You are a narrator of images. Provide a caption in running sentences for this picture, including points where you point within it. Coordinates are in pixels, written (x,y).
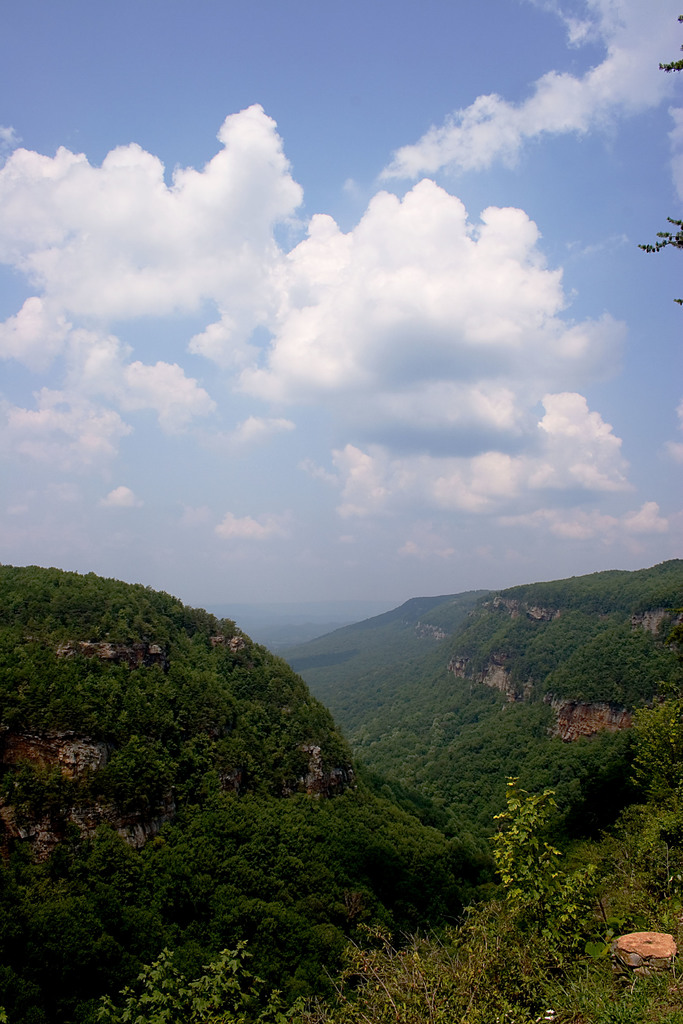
In this image I can see trees (304,813), mountains (323,782) and the sky (390,213). This image is taken may be near the mountains (371,738).
